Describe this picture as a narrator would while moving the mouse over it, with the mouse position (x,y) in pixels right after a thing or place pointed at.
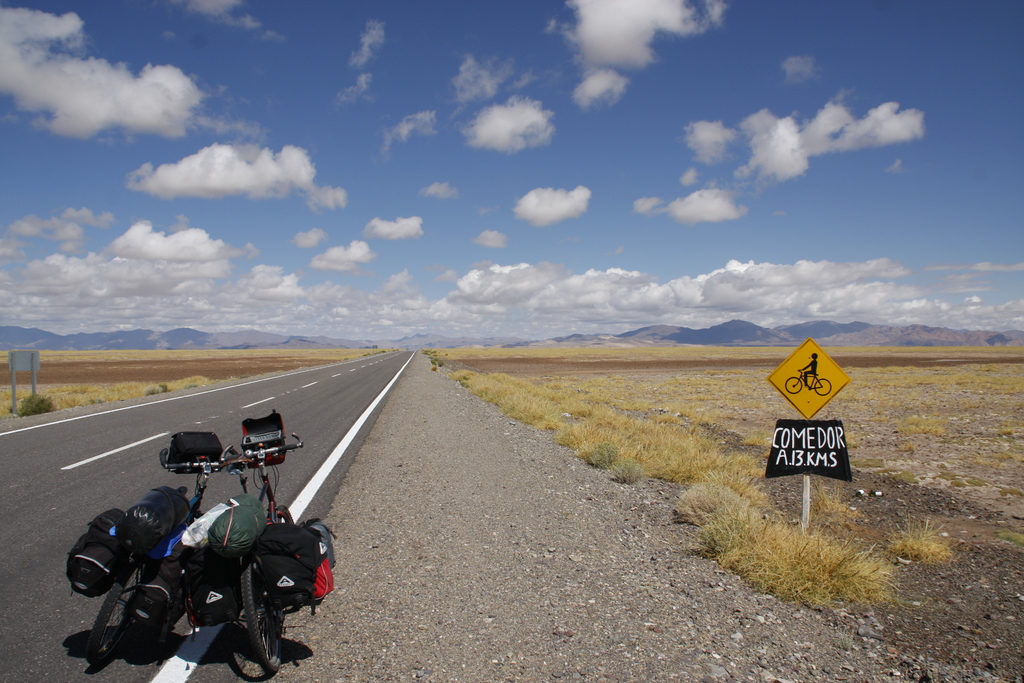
In this image on the left (215,577) there are bicycles (122,571) and on the bicycle (163,557) there are bags (245,544). On the right side (822,465) there is a board (803,462) with some text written on it. On the ground (569,424) there is dry grass (574,399) and the sky (445,259) is cloudy.
